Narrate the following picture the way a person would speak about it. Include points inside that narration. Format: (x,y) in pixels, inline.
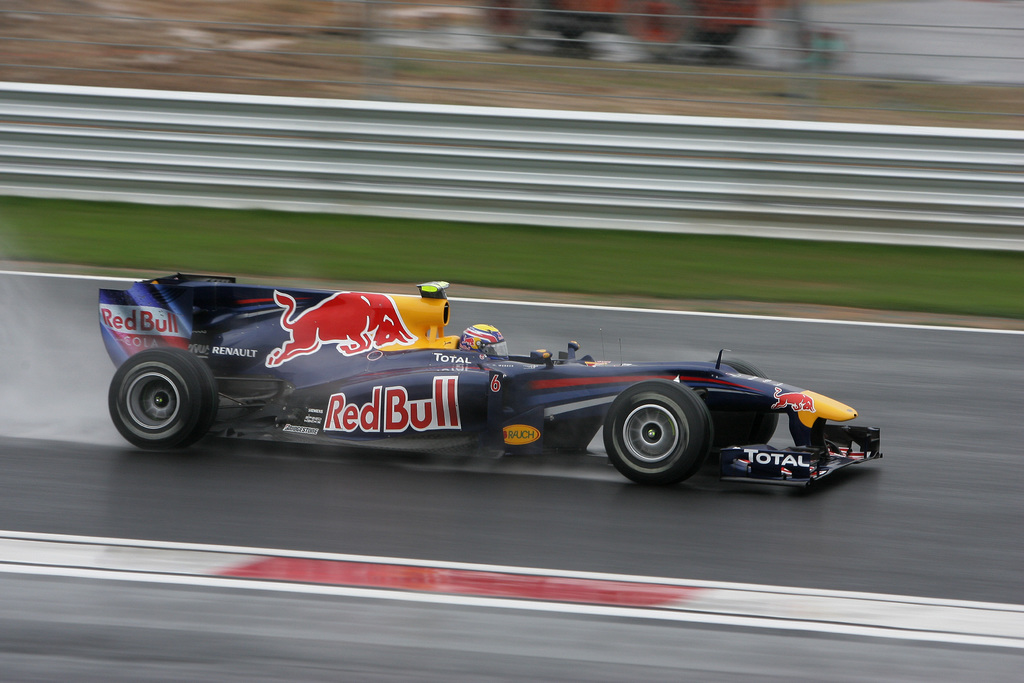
In this image we can see a racing car (345,353) on the road (656,498). In the car (383,368) we can see a helmet (504,350). In the back (208,117) there is a wall (562,160) and it is looking blur.
